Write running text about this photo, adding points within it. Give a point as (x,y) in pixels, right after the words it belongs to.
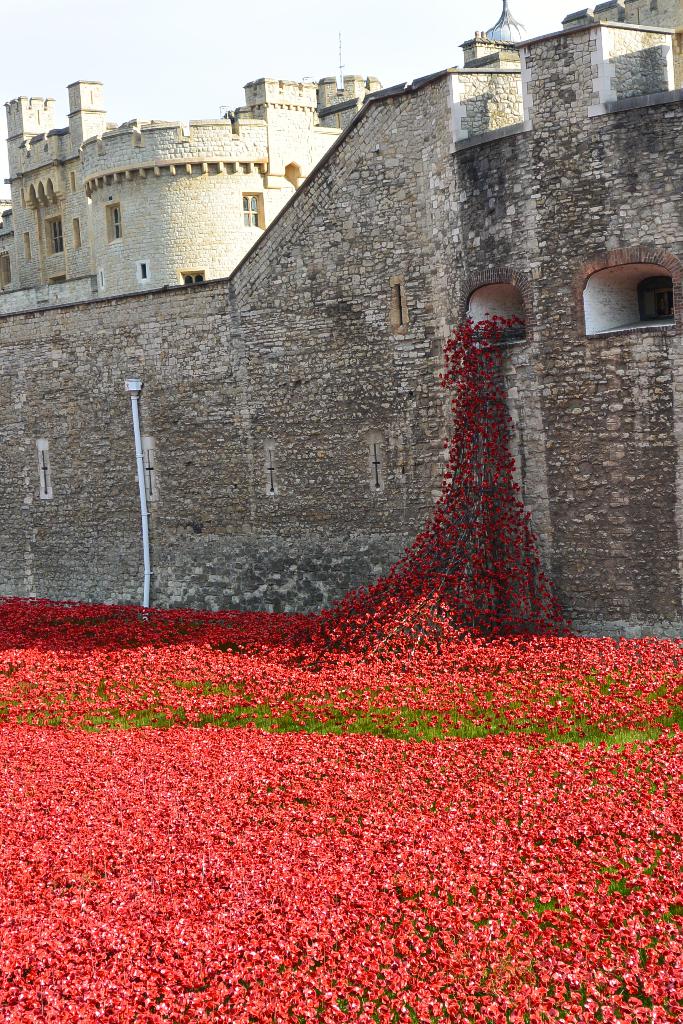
In this image there is a castle (500,275) having few creepers (510,508) on the wall (530,420). Bottom of the image (353,762) there are few plants (433,865) having flowers (363,816). Top of the image (363,39) there is sky (48,19).
